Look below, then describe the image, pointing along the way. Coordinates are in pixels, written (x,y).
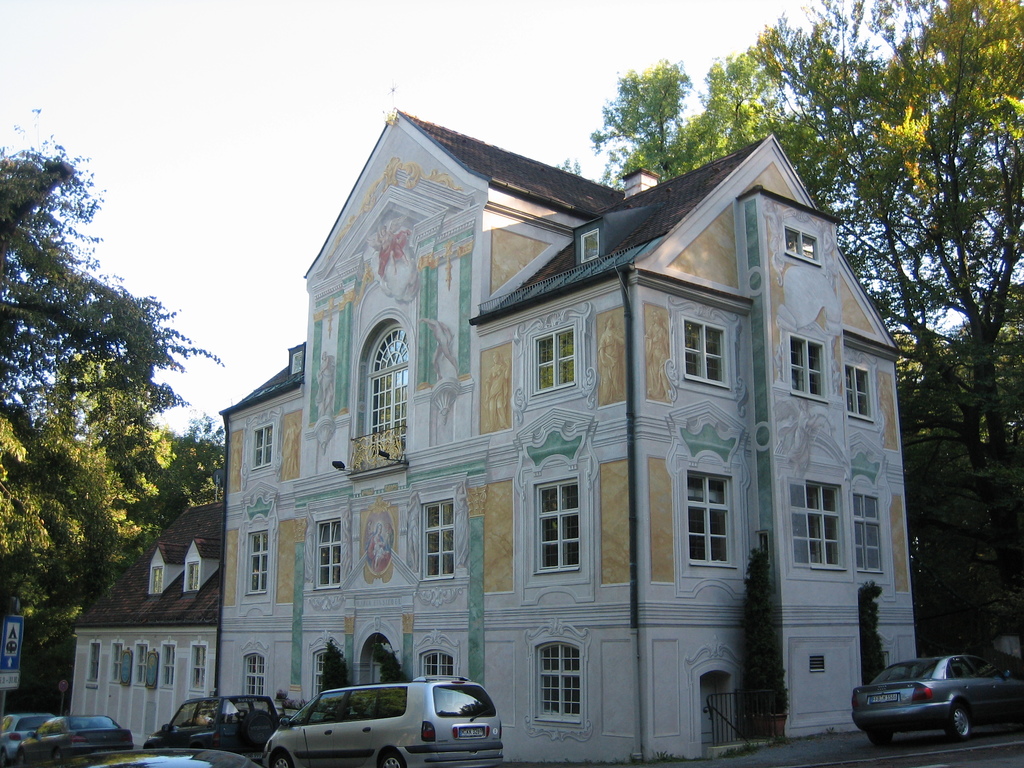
In this picture I can see there is a building (473,548), it has few cars (9,730) parked in front of the building (842,657) and beside the building (852,673). In the backdrop (908,337), there are few trees (27,513) and the sky (211,204) is clear.
